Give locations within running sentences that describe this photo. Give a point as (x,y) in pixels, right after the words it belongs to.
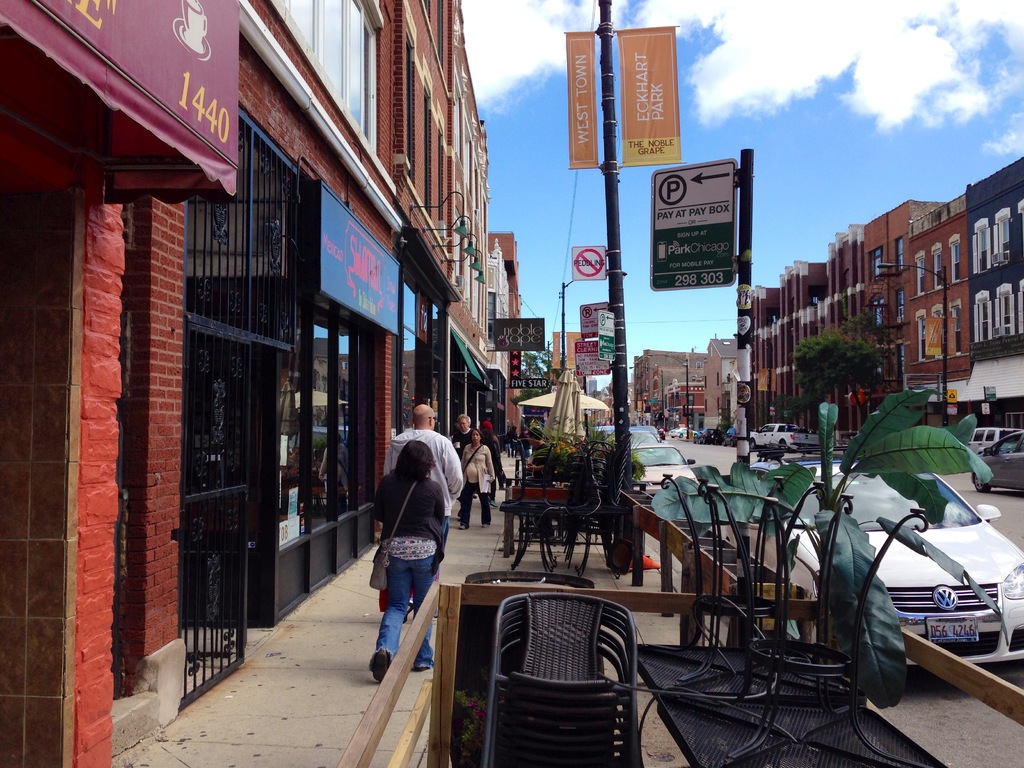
In this image I can see the road (751,461). On the road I can see many vehicles (811,511). To the side of the road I can see many boards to the poles (616,385), trees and plants (839,563). I can also see few people (424,546) are walking in-front of the building (338,543). These people (456,488) are wearing the different color dresses (437,508). In the background (643,312) I can see the clouds (803,68) and the blue sky (544,185).
